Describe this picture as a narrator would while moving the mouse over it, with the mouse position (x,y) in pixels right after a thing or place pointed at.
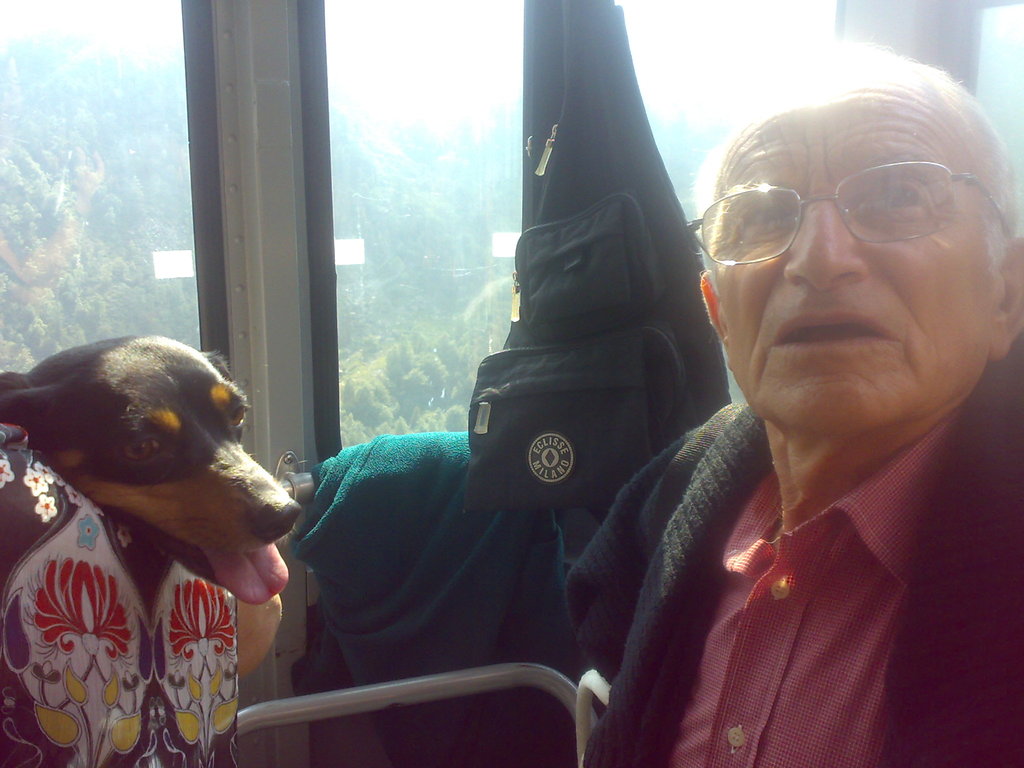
In this picture we can see a dog (208,435) wore some jacket (104,516) and beside to this dog (201,520) we can see green color towel (356,491) and a black color bag (562,204) hanged to it and on right side (737,241) we can see old man (709,569) wore spectacle (892,207), sweater (651,565) and they are on some sky type vehicle (335,193) and from the glass (90,113) we can see trees (140,186).
